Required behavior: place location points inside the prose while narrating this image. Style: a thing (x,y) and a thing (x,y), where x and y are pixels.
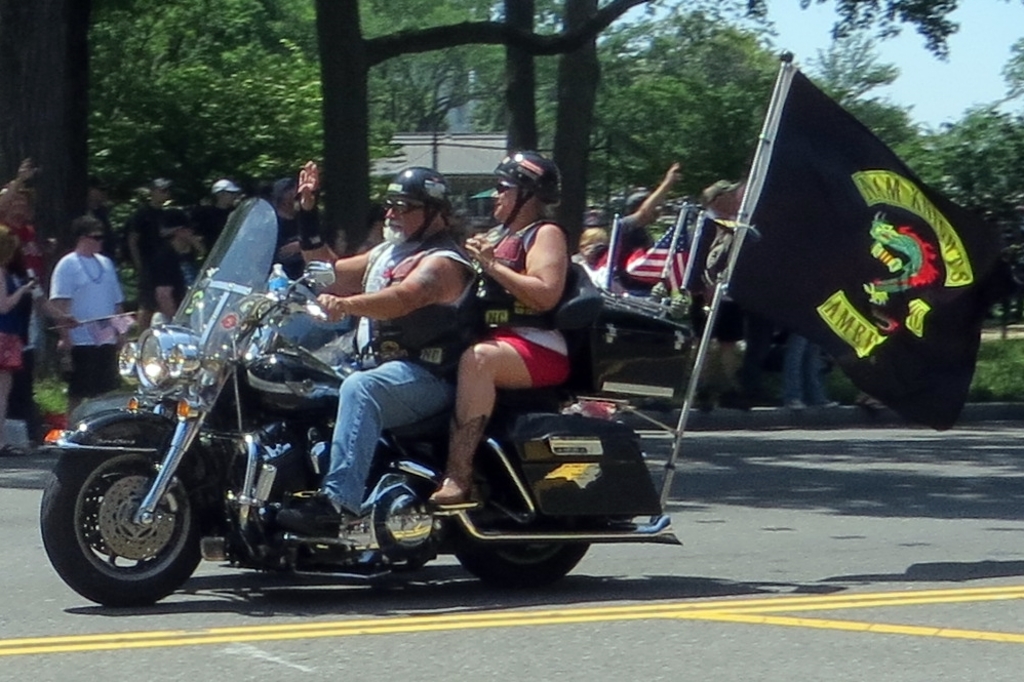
In this picture there is a man (430,207) riding a motorcycle (322,422) with a woman (528,190) sitting on his back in the background (691,149) are some trees (371,104).
